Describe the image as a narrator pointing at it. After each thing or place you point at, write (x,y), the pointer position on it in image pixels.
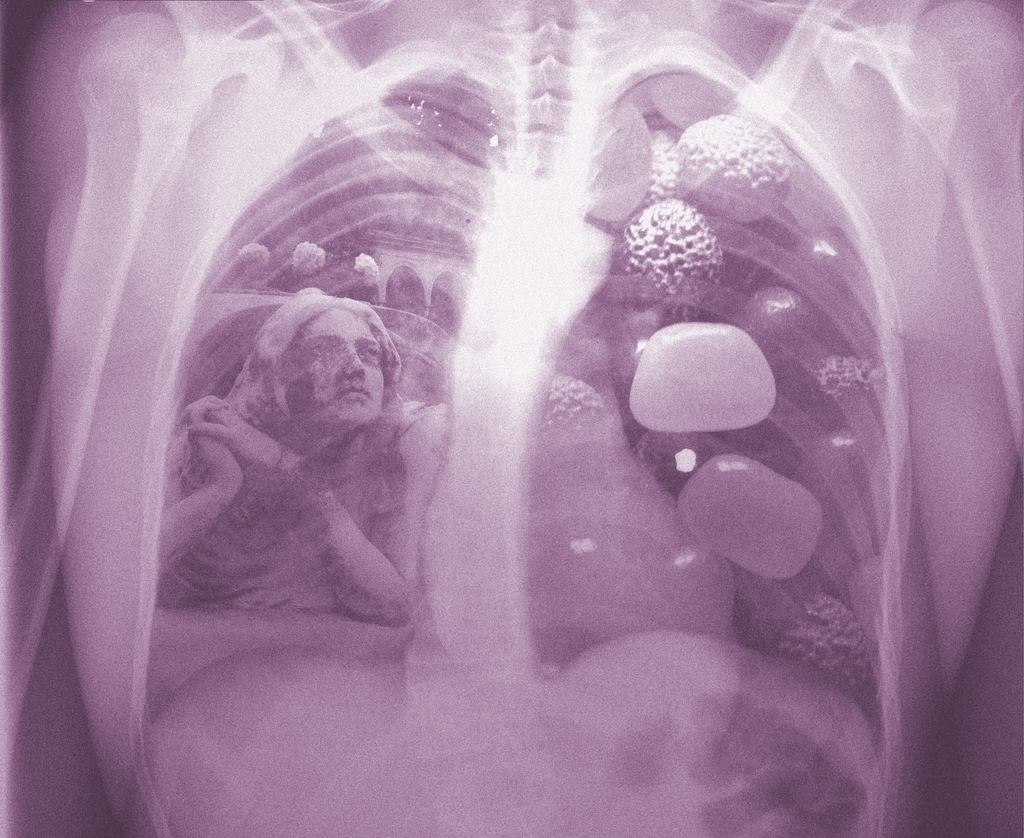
This is an editing image of an x-ray in which there is a person (317,394) and there are objects (731,380).
